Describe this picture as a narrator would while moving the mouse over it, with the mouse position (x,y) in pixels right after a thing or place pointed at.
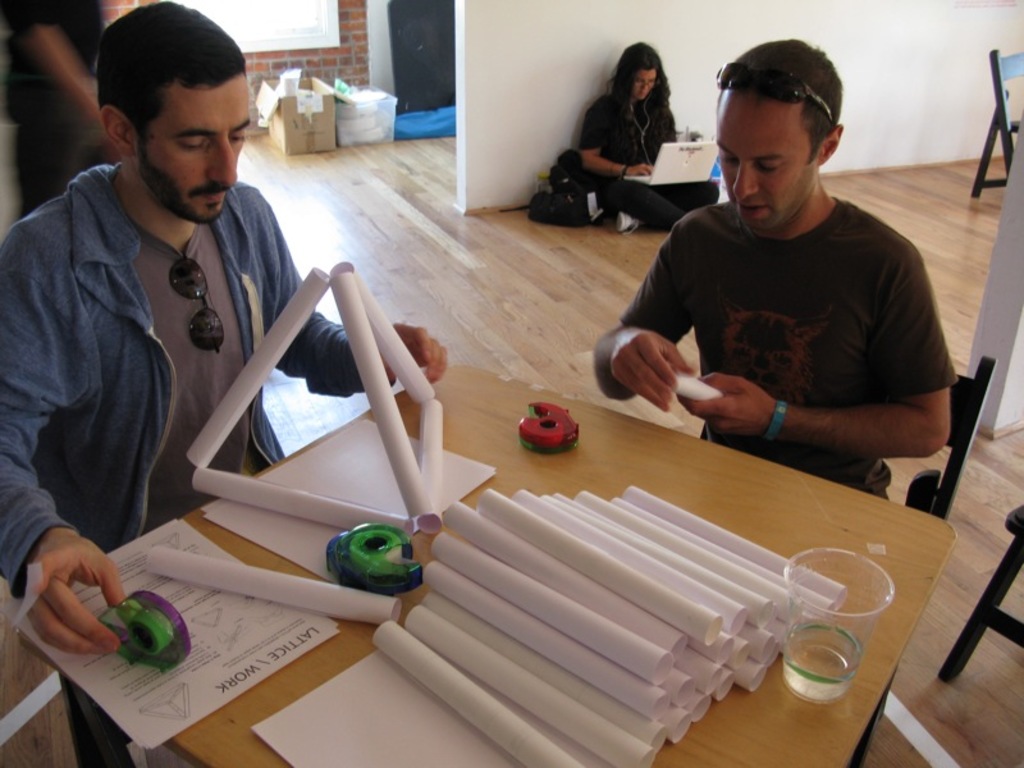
There are two persons (787,319) sitting in chairs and there is a table (641,449) in front of them which has some papers (548,600) and a object (379,391) which is made of papers (388,443) on it and there is a women (634,144) sitting in the right corner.
